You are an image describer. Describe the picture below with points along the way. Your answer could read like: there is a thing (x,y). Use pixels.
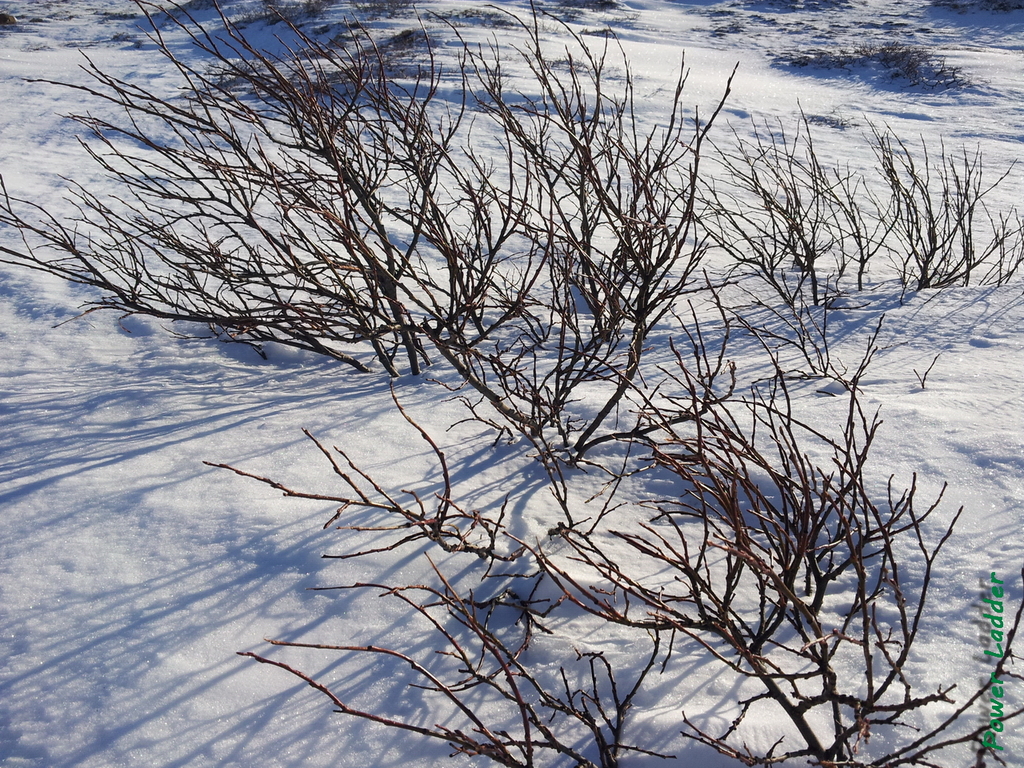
This is snow (218,523) and there are bare trees (737,651).
